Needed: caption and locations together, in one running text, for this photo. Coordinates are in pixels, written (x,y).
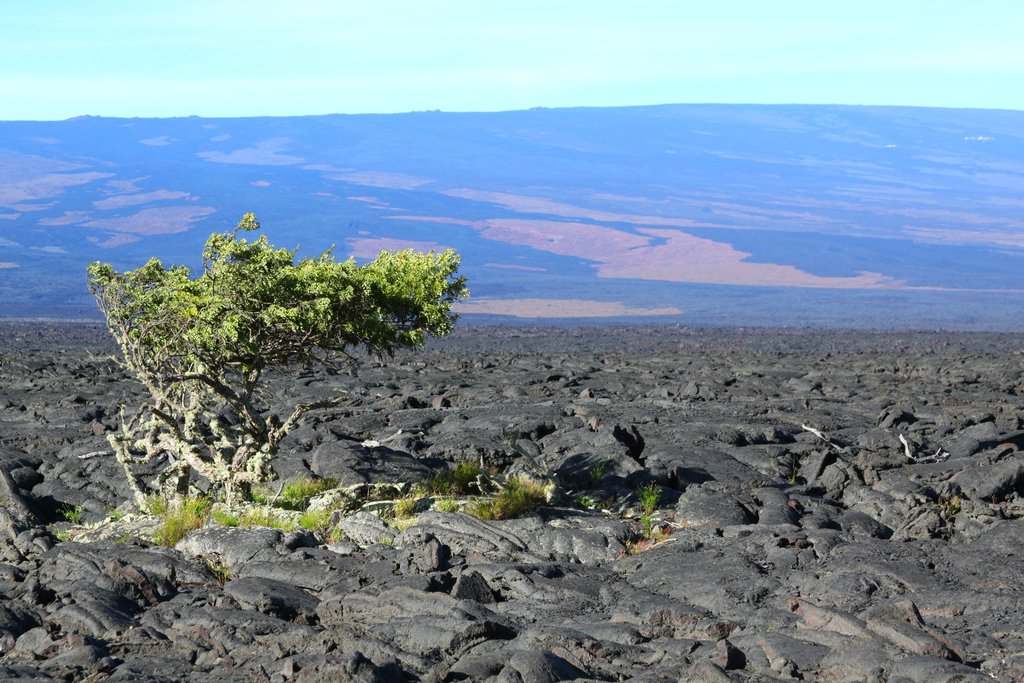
At the bottom (422,554) we can see rocks (251,617), trees (177,417) and grass (513,506). In the background (436,191) there is a mountain (434,155) and clouds (488,68) in the sky (389,56).
